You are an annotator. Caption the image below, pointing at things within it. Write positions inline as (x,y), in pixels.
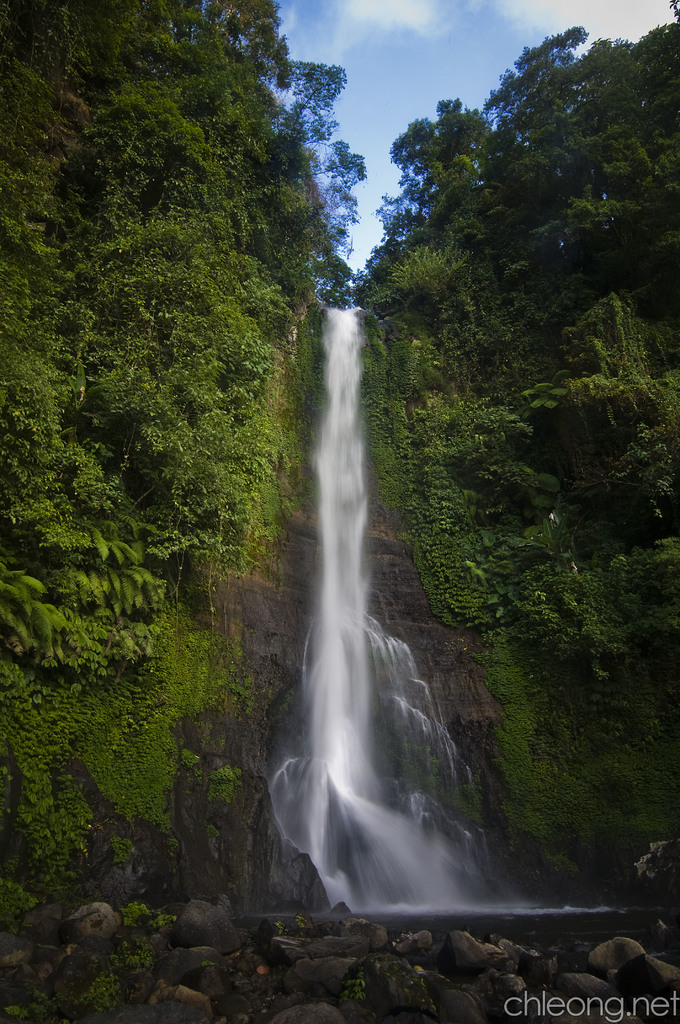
In this image, we can see the waterfall (398,815). There are some trees (232,143). We can see some algae (377,960), rocks (375,979) and some plants (106,980). We can see some text (673,998) written on the bottom right (673,1009). We can see the sky (403,94) with clouds (417,19).
